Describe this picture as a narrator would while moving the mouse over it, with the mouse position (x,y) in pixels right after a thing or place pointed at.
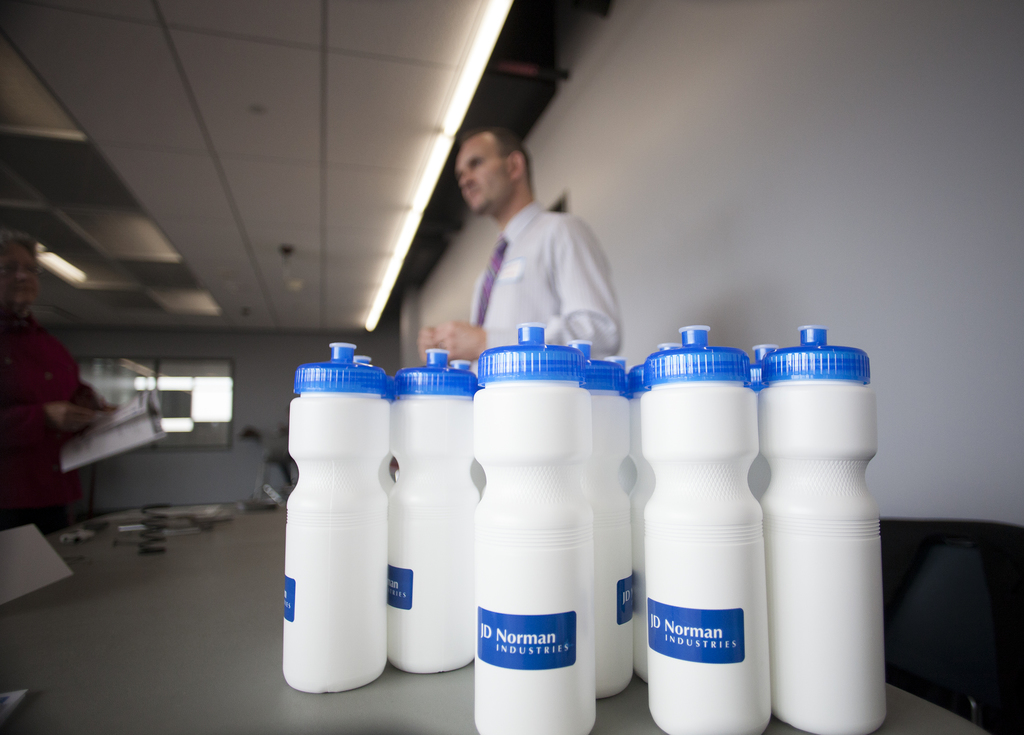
In this image we have group of bottles (426,541) placed in the table (943,732) and at the back ground (638,62) we have a man (612,334) standing, a wall (638,158), lights (400,249) attached to the ceiling (122,201), an another person (29,245) standing by holding the book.
